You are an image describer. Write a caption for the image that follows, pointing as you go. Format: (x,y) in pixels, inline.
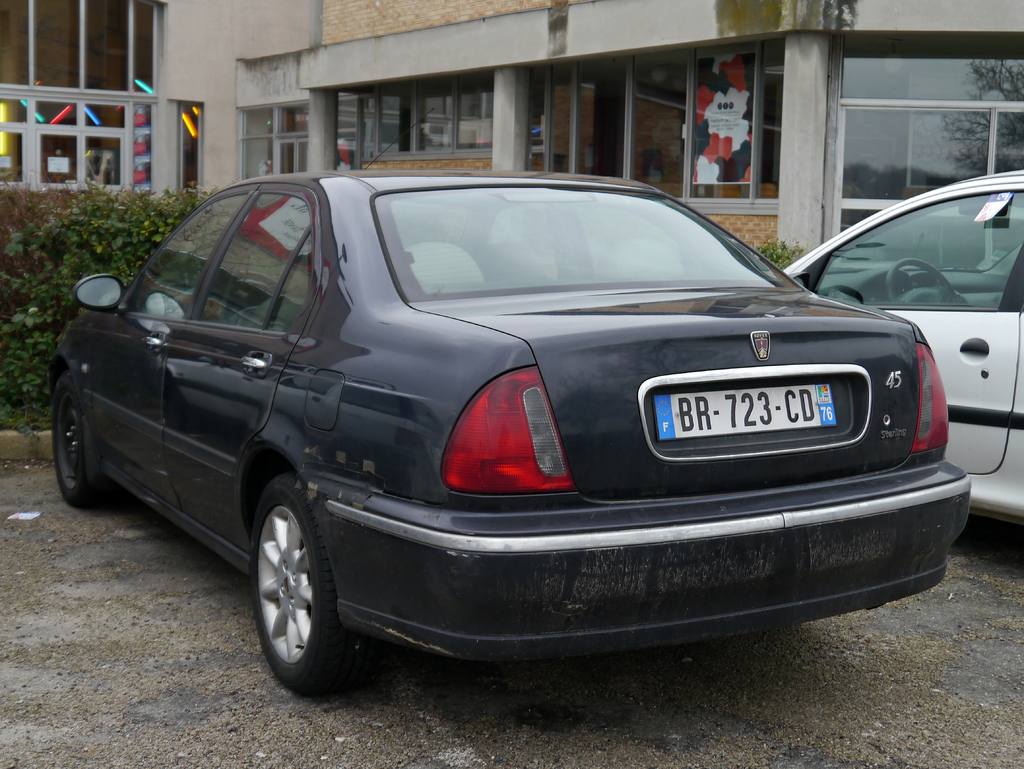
In this image there is a building (388,73) with glass windows (642,111) and walls (245,78), on the glass walls (536,113) there are some posters (700,111). In front of the building (270,122) there are bushes (84,230), in front of the bushes (104,230) there are cars (664,356) parked.
